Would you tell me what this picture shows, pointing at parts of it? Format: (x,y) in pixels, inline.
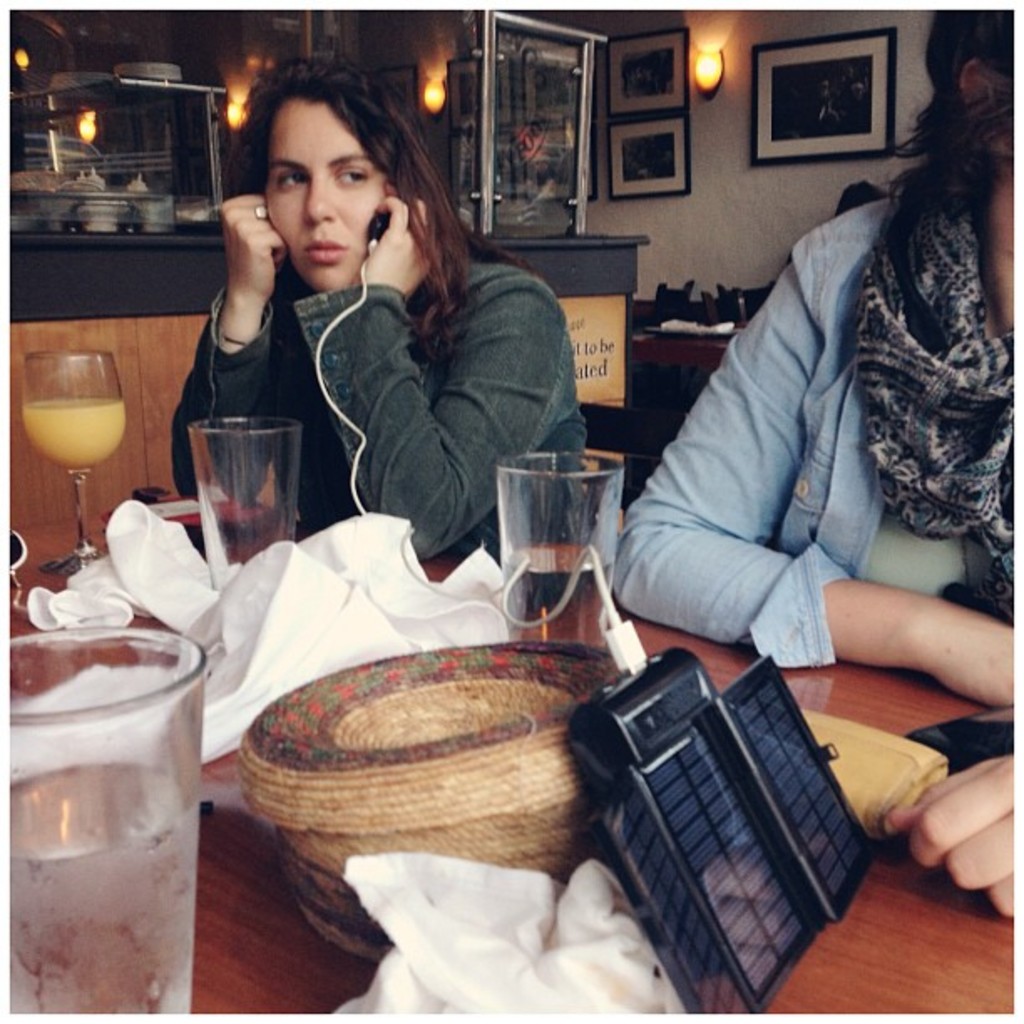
In this image I can see two people (798,289) sitting in chairs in front of them there is a table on which I can see some glasses (513,470) with beverages (102,428), napkins (431,611), and other objects (509,729) and the person (183,435) sitting on the left hand side (217,307) is holding a USB cable (523,567) connected to a gadget (769,782), behind them I can see a wooden cabin (565,268) with a platform (99,279). I can see some objects (149,203) on the platform (83,236) I can see lights (92,115) and a wall (641,290) with some wall paintings (775,125).
